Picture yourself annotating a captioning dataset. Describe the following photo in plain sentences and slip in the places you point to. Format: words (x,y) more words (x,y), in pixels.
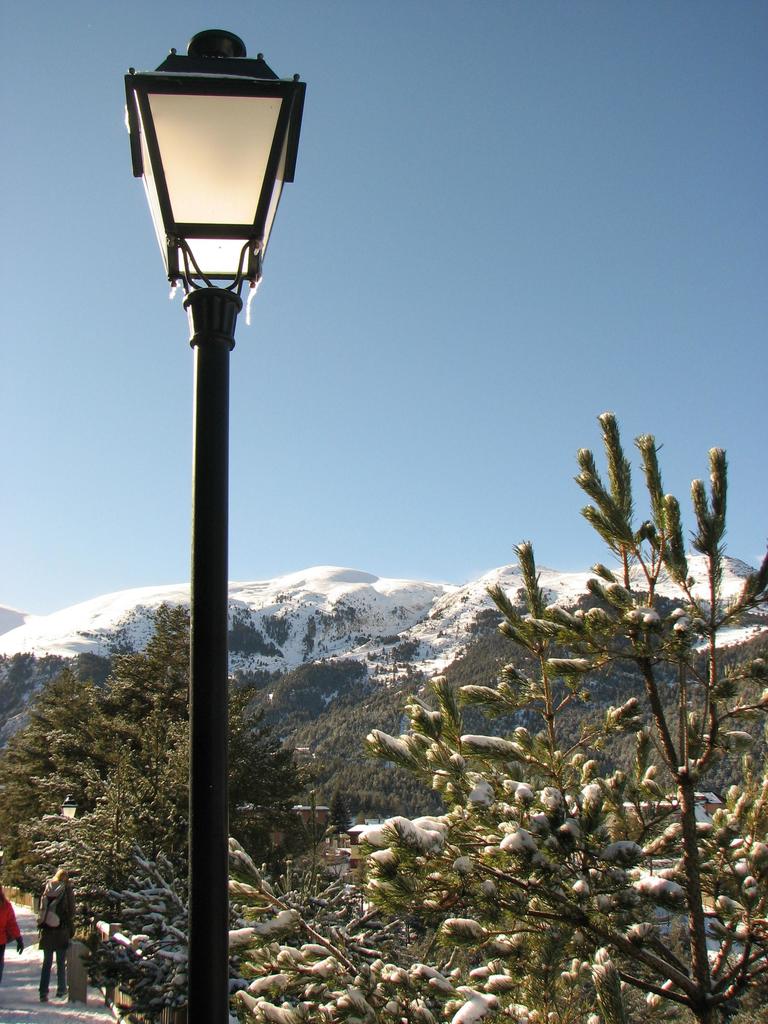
There are plants (239,900) and a pole (222,868) at the bottom of this image (419,837) and there is a mountain (395,695) in the background (395,695). The sky (437,355) is at the top of this image (449,301).
